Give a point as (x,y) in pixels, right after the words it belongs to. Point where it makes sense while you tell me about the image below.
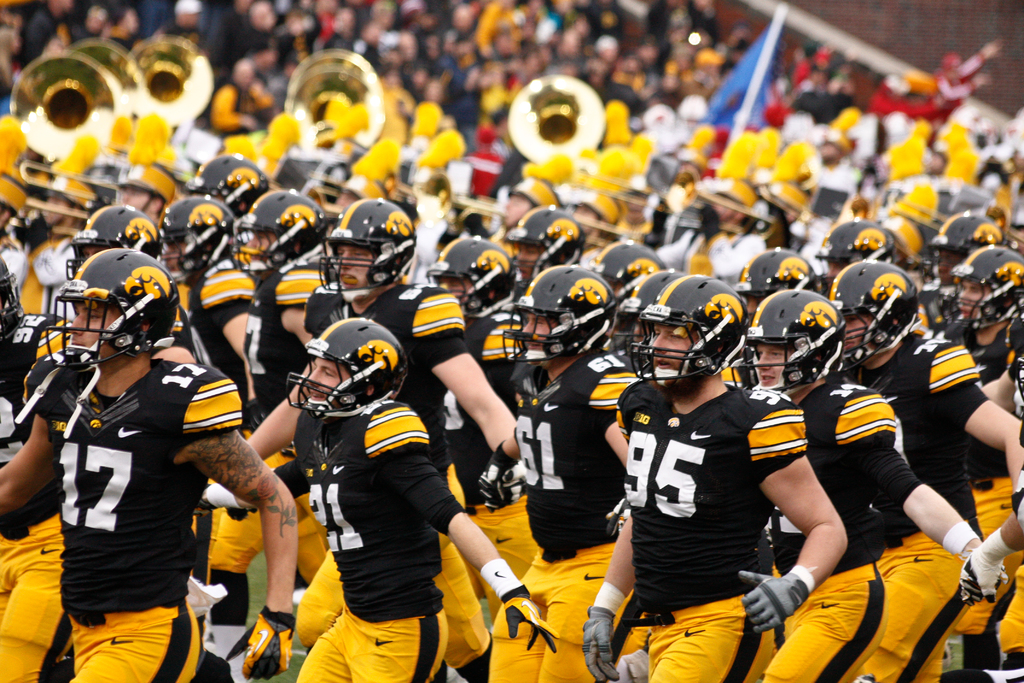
In this image I can see group of people (1004,532) walking they are wearing black and yellow color dress (189,511), and black color helmet (333,331). Background (389,23) I can see few other people (530,51) some are playing musical instruments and some are holding flags (747,100).
